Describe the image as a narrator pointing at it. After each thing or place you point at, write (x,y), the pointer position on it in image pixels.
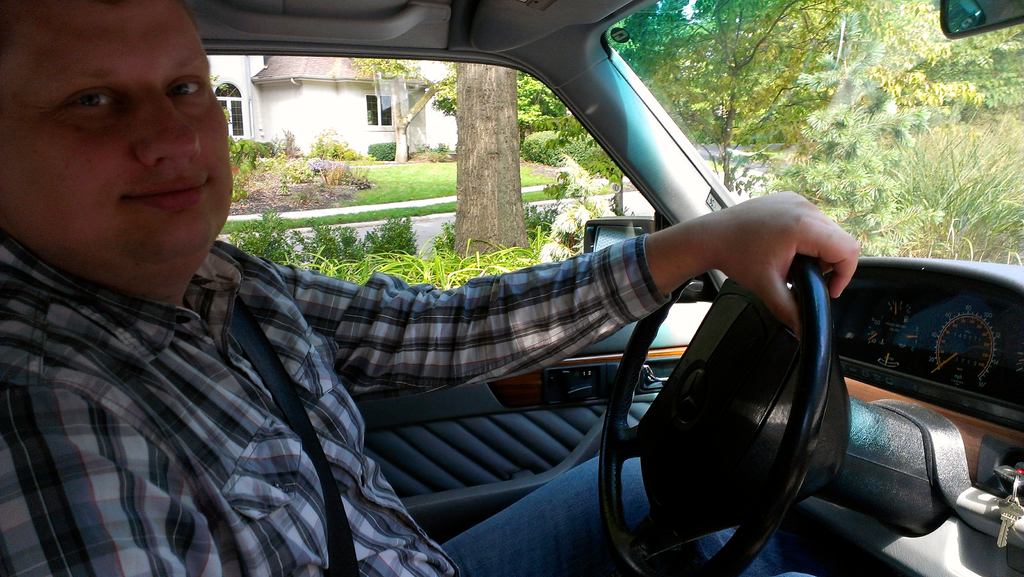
In this image, there is person (204,107) wearing clothes (440,353) and sitting inside the car (465,453). This person (449,366) is holding a steering (811,306) with his hand (750,268). There are some trees (755,47) in the top right of the image (916,37).
